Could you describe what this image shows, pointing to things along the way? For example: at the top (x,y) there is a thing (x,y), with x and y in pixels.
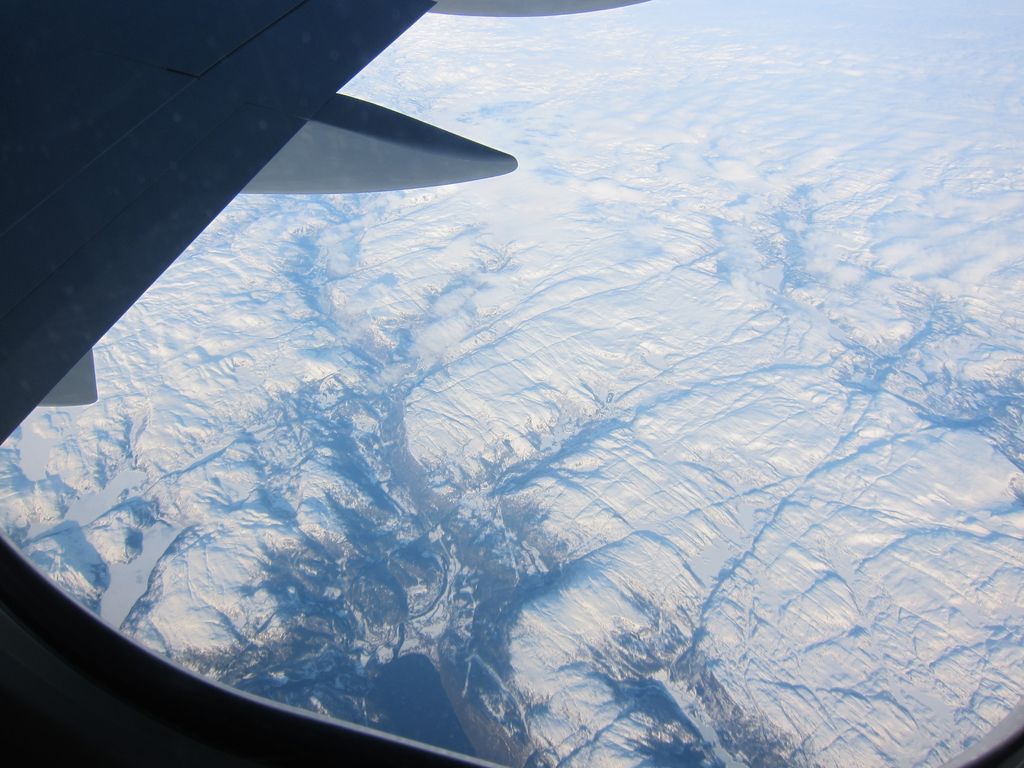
In this image we can see inside of an aircraft (207,702). We can see a part of the aircraft (286,96) in the image. There are many mountains (709,359) in the image.
